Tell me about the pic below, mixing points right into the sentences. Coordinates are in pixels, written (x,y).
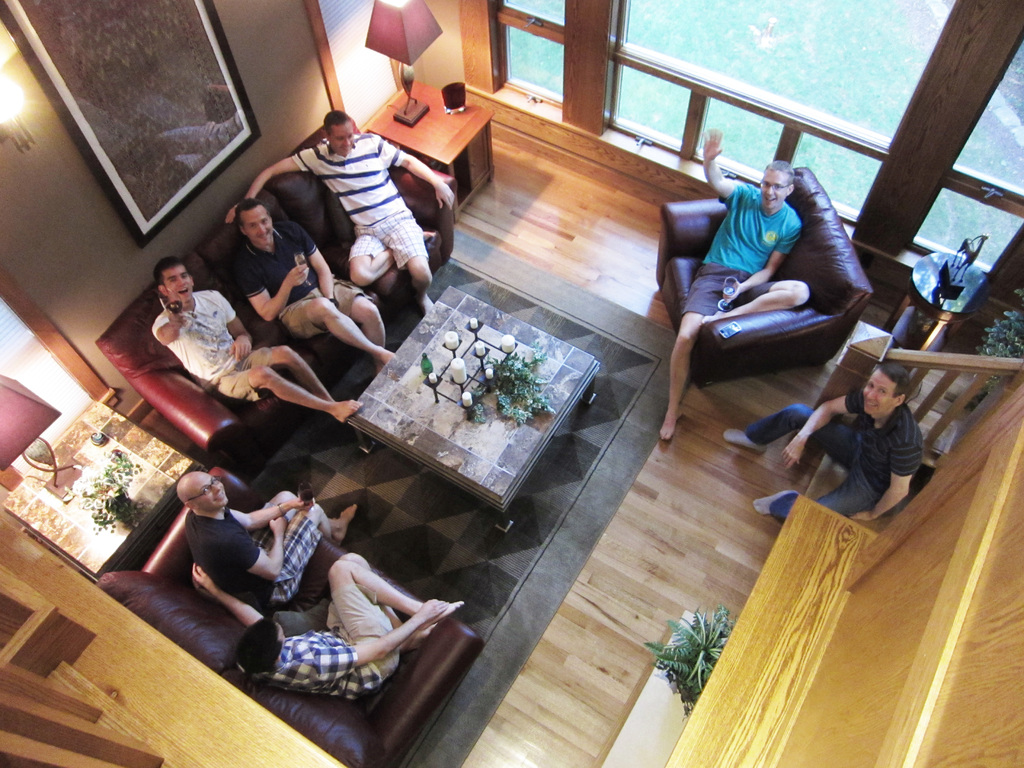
In this image there are seven person (405,636) sitting in the room (421,730). On the table (434,104) there is a lamp (423,47).
